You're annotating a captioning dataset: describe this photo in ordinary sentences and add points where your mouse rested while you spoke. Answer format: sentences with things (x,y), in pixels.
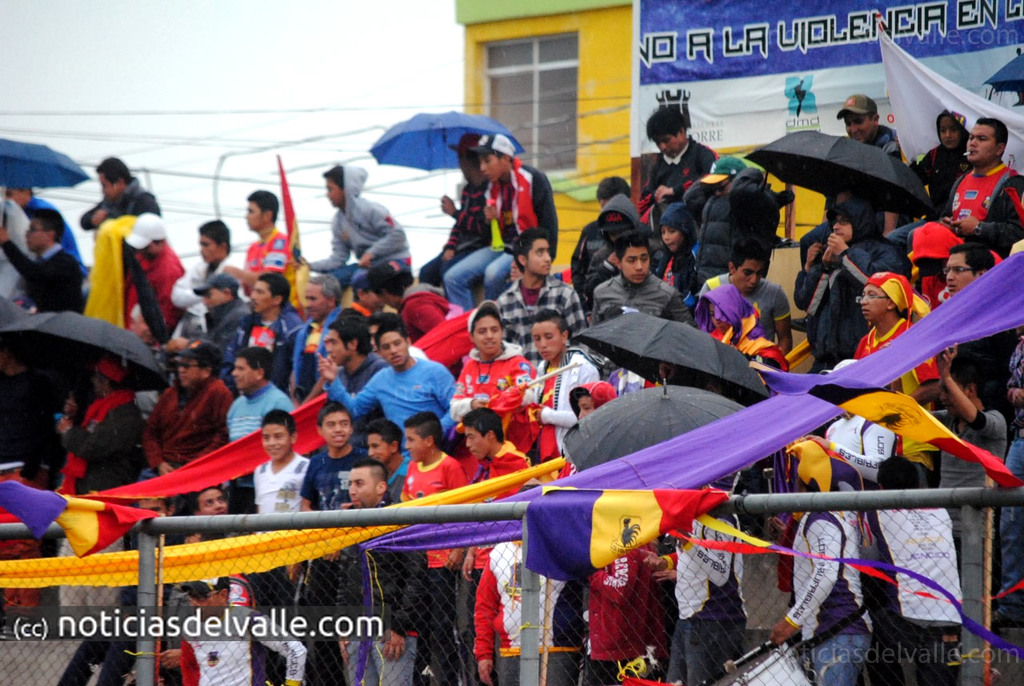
In this image there are a group of persons (504,360) standing, there are persons (606,210) sitting, they are holding an object (621,441), there are flags (941,337), there is a banner (849,57) towards the top of the image (825,57), there is text (850,37) on the banner (870,50), there is a wall (607,71) towards the top of the image (541,116), there is a window (555,86), there is a fence (319,660) towards the bottom of the image (765,601), there is text (340,631) towards the left of the image (313,634), there are wires (218,165) towards the left of the image (213,156), at the background of the image (270,118) there is the sky (289,88).
